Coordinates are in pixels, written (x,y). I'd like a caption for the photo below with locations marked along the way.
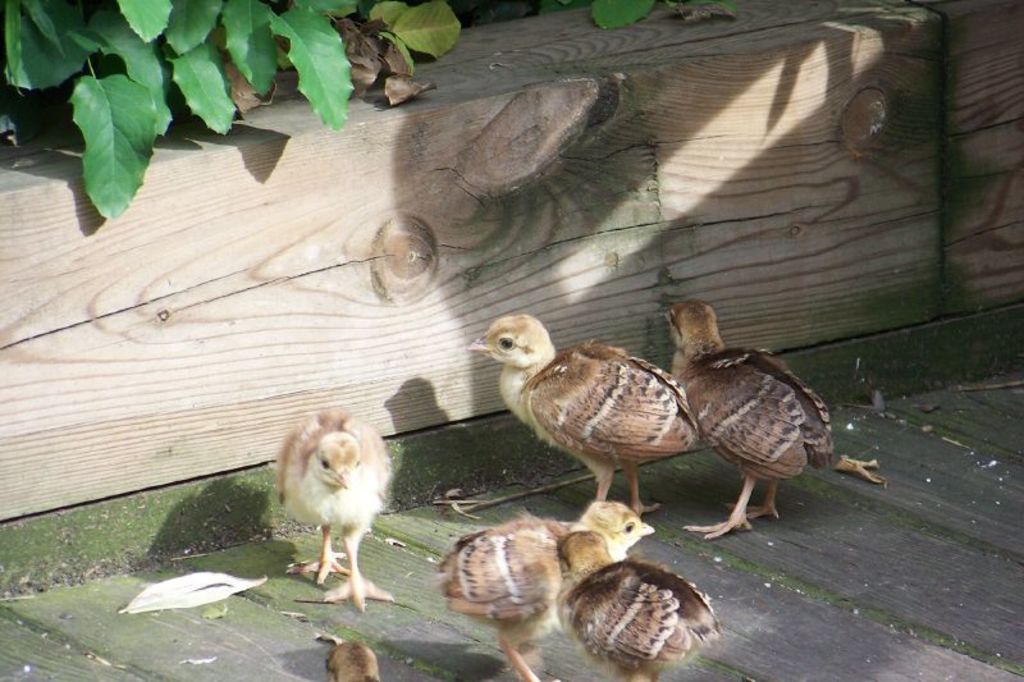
In this image there are chicks (533,401) on a wooden floor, in the background (268,68) there is plant (288,54).
